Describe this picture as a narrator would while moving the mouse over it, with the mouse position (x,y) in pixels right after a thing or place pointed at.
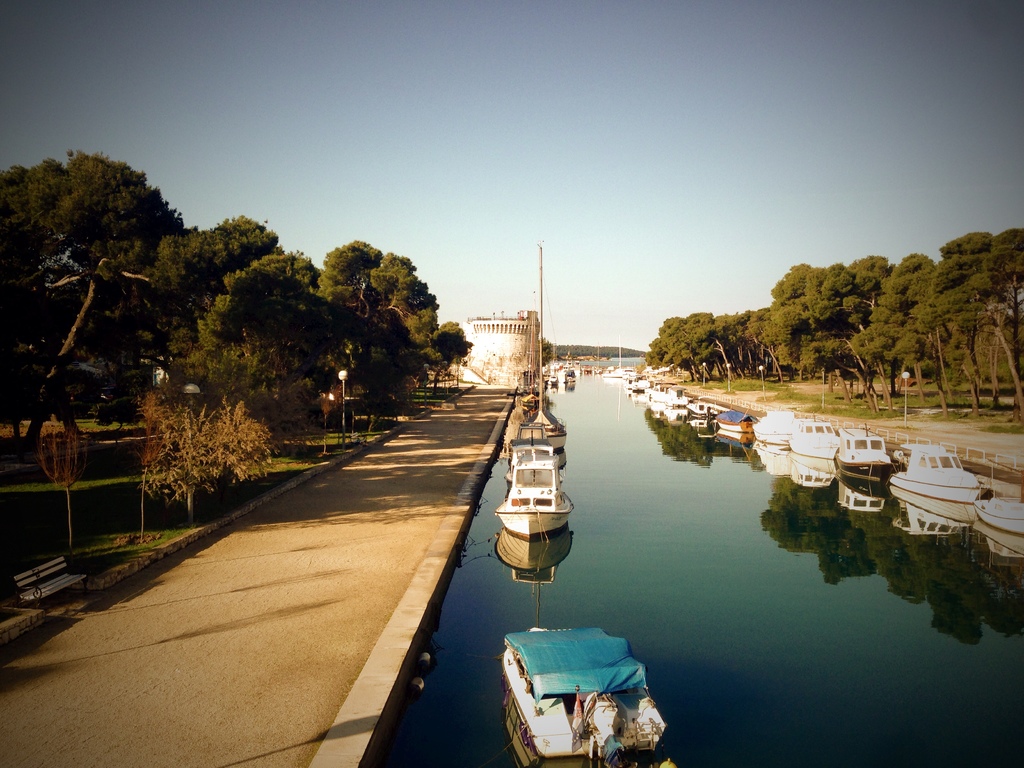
In this image, I can see the boats (603,659) on the water (750,562). On the left side of the image (56,618), there is a bench (33,595) and a pathway (242,636). I can see the trees (428,349) and a building (486,374). In the background (435,151), there is the sky (529,153).
